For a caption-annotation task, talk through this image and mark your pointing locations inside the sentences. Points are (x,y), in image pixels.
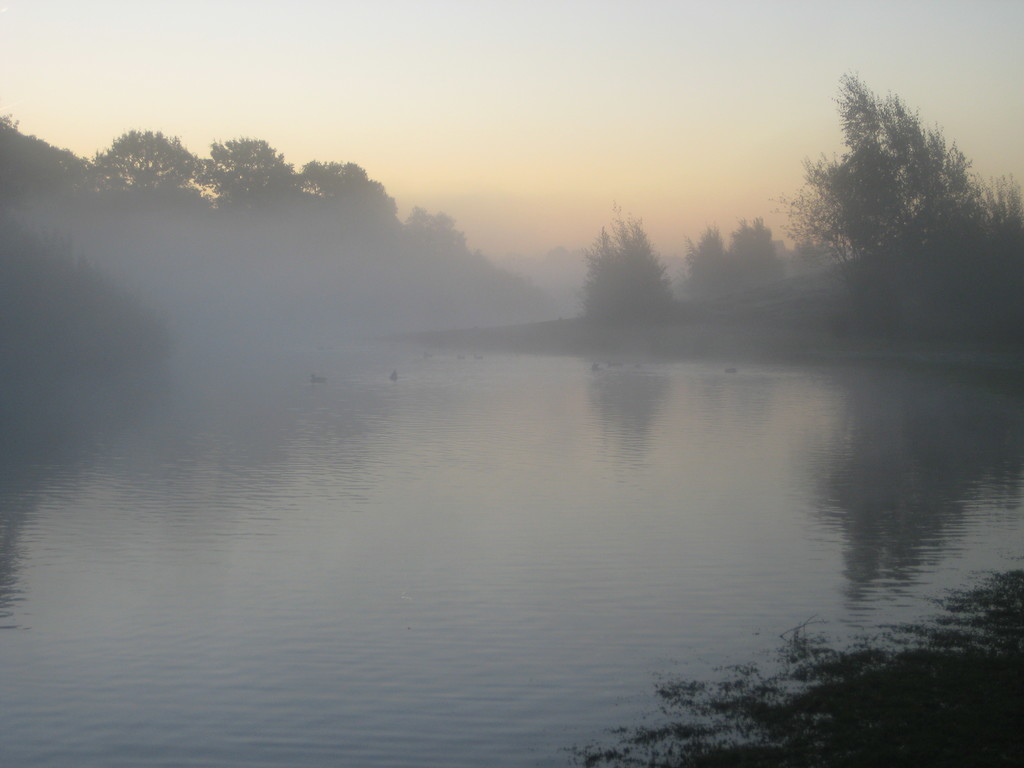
This is water (679,589) and there are trees (810,261). In the background (741,112) there is sky (464,130).
